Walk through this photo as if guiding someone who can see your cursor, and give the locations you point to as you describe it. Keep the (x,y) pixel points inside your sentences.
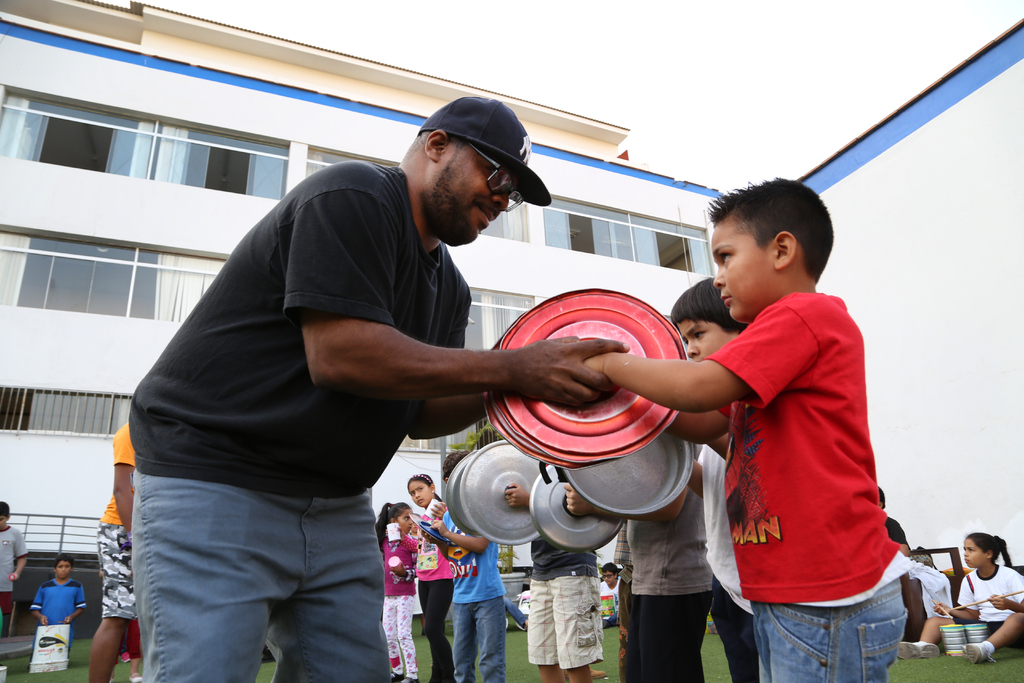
On the right side of the picture (816,581) there are people (750,434). On the left (266,249) there is a person (250,431). In the background (117,547) there are people (59,617). In the background (605,161) there is a building (538,262) with glass windows (101,275) and there are curtains (175,300). Sky (664,62) is cloudy.
